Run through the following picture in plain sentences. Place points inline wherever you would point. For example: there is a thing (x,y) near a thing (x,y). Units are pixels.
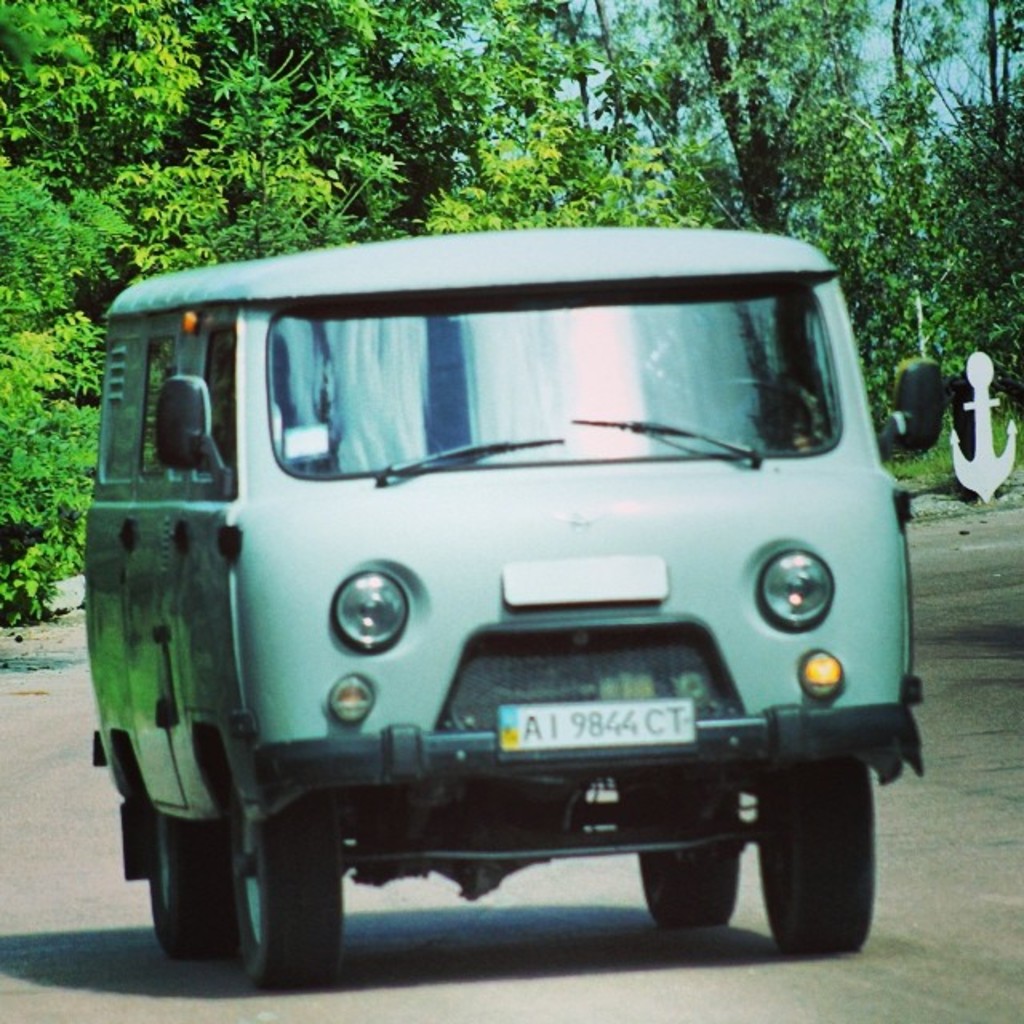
In this image in the center (456,389) there is a vehicle (575,655) moving on the road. In the background (474,197) there are trees (648,181).
